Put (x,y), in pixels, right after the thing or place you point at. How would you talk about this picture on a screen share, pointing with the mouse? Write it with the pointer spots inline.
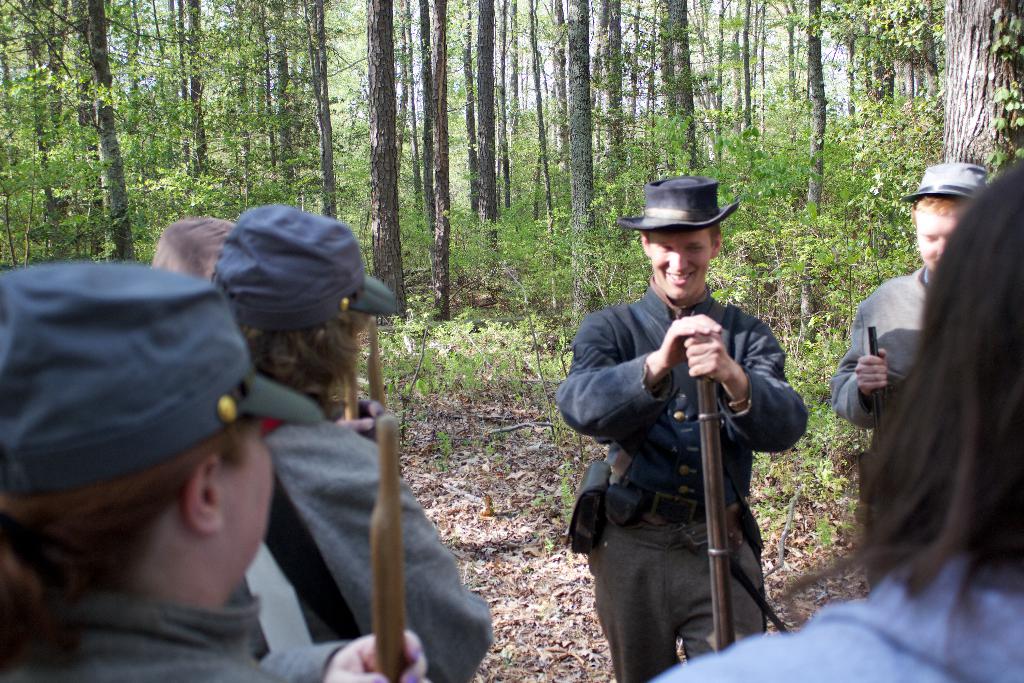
In this image we can see a man (697,291) is standing, and smiling, and holding some object (709,458) in the hands (674,344), in front (997,371) here are the group of people (45,401) standing, here are the trees (629,177), here are the dried twigs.
